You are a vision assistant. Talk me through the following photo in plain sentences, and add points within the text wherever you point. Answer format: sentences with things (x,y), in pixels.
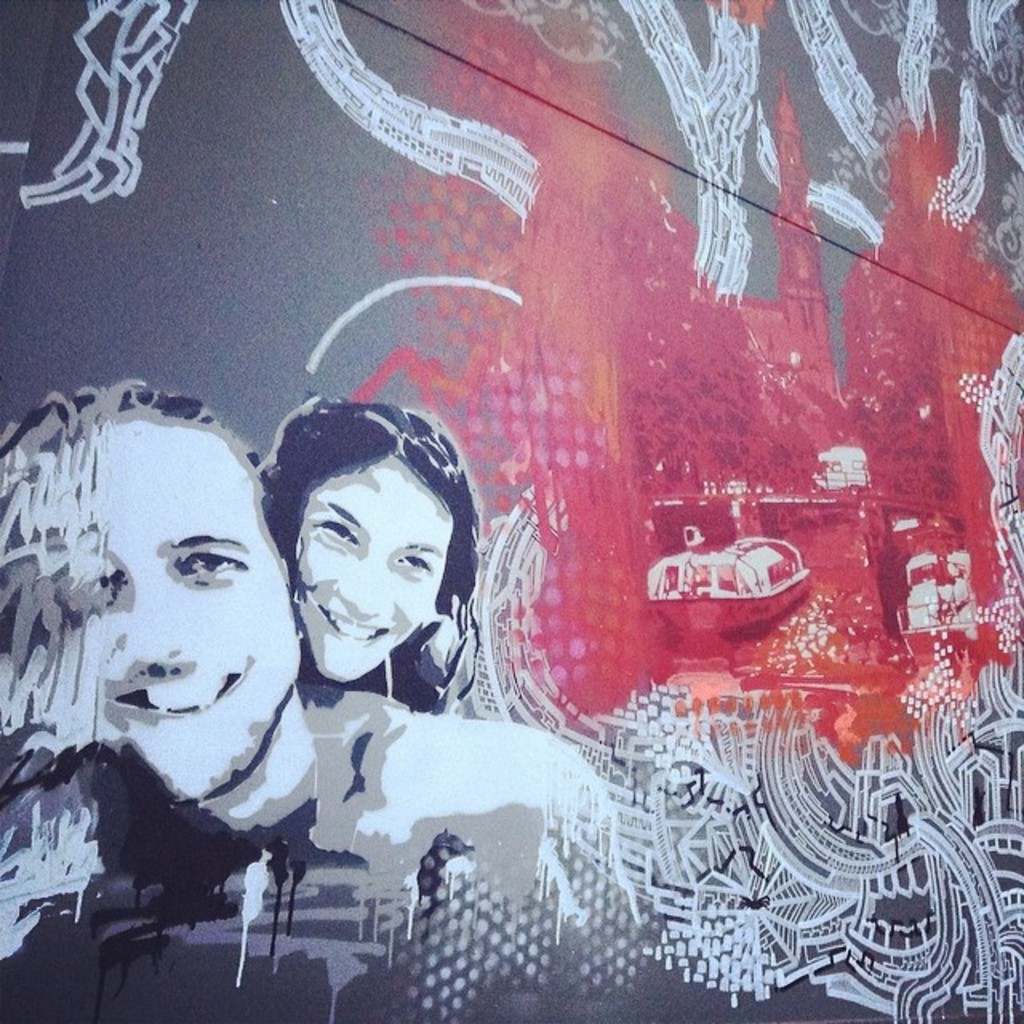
In the picture I can see the painting (518,723) of a woman (420,497) and a man (195,570) with a smile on their face (334,530). There is a painting (819,522) of a bridge (833,517) on the right side (731,496) and there is a vehicle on the bridge (823,505). I can see a ship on the water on the right side (779,612).
